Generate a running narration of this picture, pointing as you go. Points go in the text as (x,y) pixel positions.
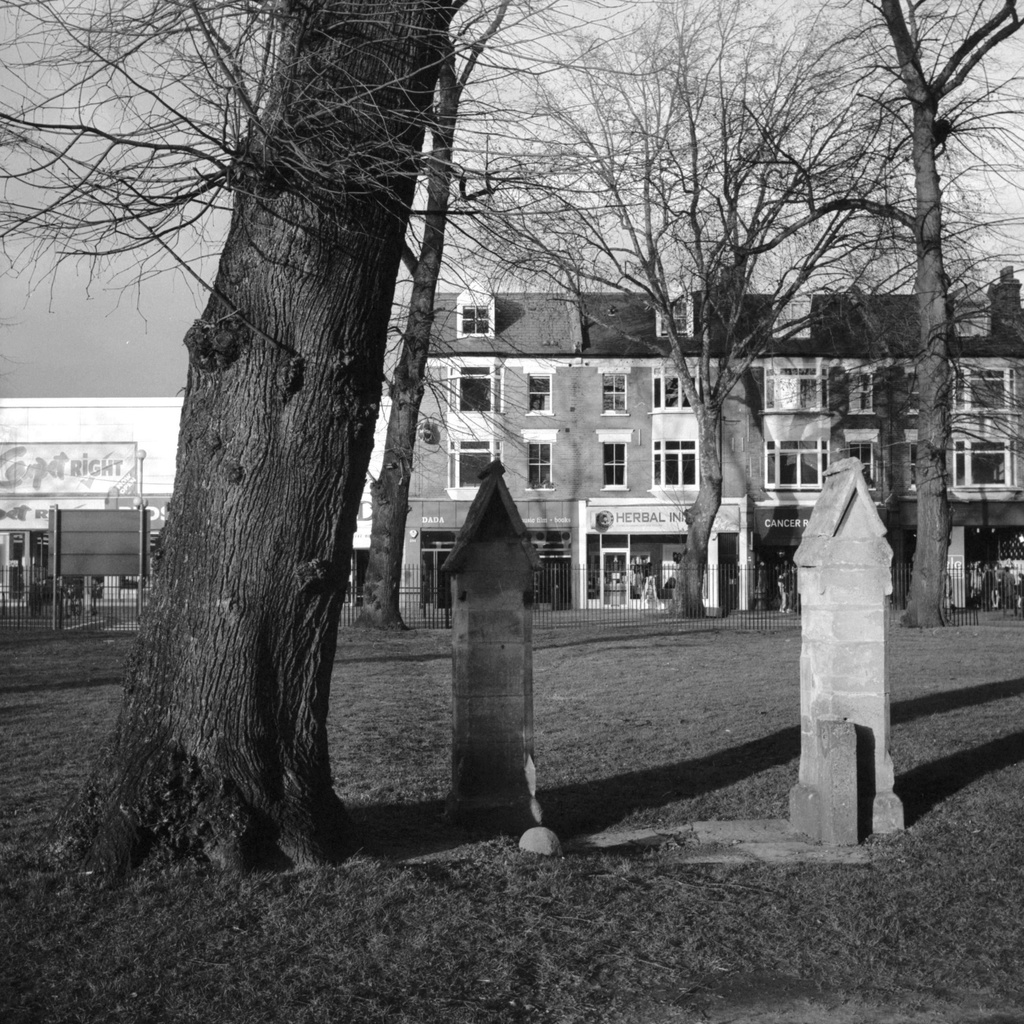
This is a black and white picture. In the foreground of the picture (282,823) there are two poles (482,668) and a tree (299,587). In the center of the picture (622,442) there are trees (923,326), buildings (585,357), windows (674,408) and doors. It is a sunny day. On the left (12,510) there is a hoarding (12,510).
